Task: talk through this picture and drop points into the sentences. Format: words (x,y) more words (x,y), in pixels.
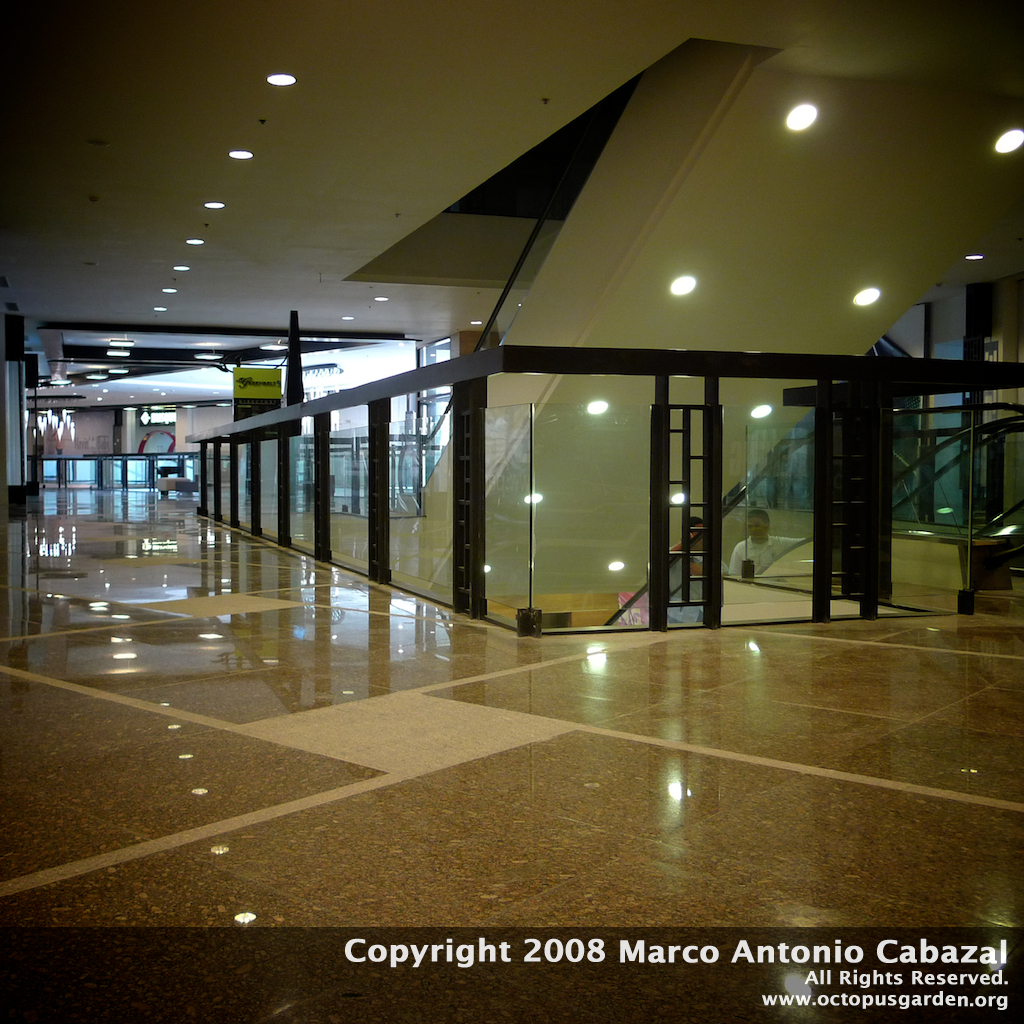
This is the inner view of a building (764,822). At the bottom of this image (621,988), there is a watermark (490,977). In the background (825,594), there are lights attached to a roof (415,200), there is a fence (932,424), there is a sign board (252,372), a person (756,515) and there are other objects (407,493).
